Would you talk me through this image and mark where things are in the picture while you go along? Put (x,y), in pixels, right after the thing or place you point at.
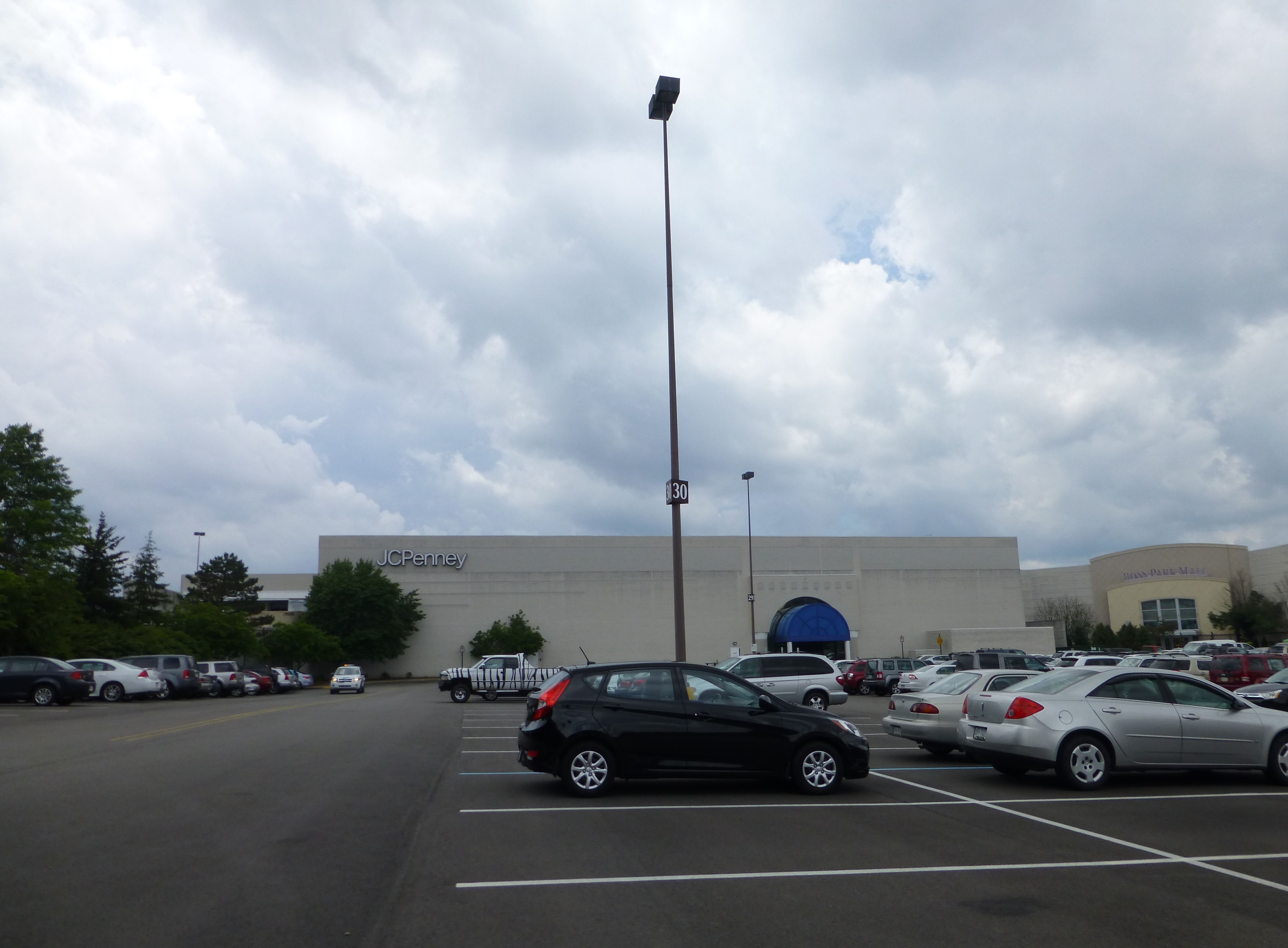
In this picture there are some cars (495,691) parked in the parking area (410,804) and a street pole (680,562) in the middle of the image (684,629). Behind we can see white color warehouse (570,628) and on the left side (261,674) there are some more cars (29,695) which is parked. In the background (216,548) there are some trees (159,610) and clouds (235,375) in the sky (235,375).
